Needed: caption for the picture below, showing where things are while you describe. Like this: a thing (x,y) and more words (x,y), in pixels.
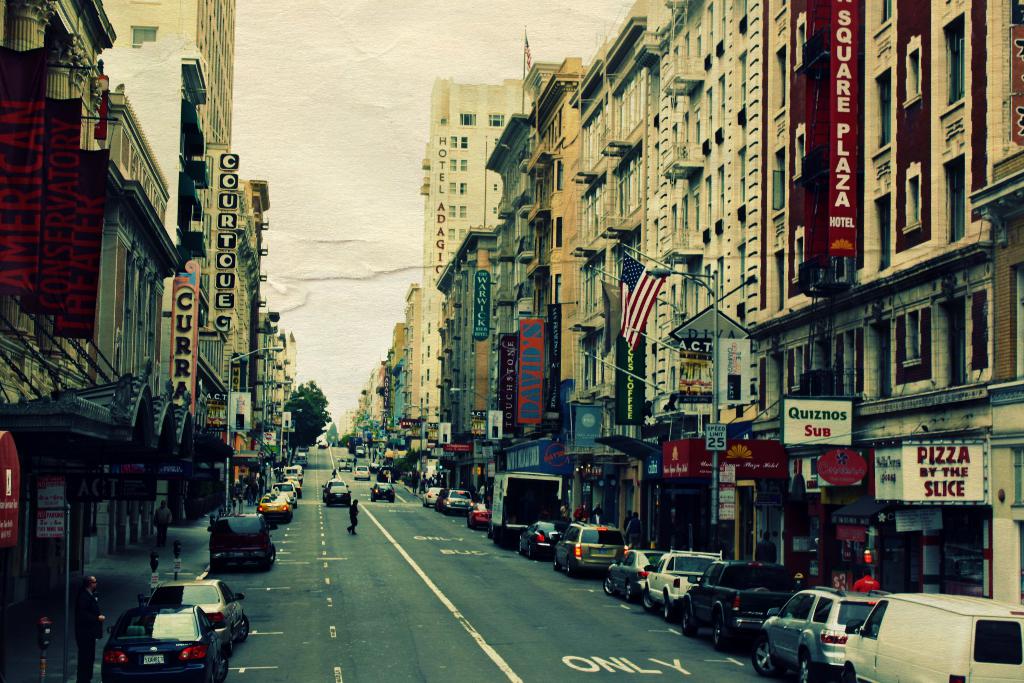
In this image I can see the road (378,578). On the road (393,593) there are many vehicles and I can see the people (355,517). To the side of the road (408,606) I can see many buildings (556,294) with windows (540,292) and few people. I can see many boards (909,472) and the flags (646,304) to the buildings (412,345). In the background (360,381) I can see the tree (313,409) and the sky (326,195).
